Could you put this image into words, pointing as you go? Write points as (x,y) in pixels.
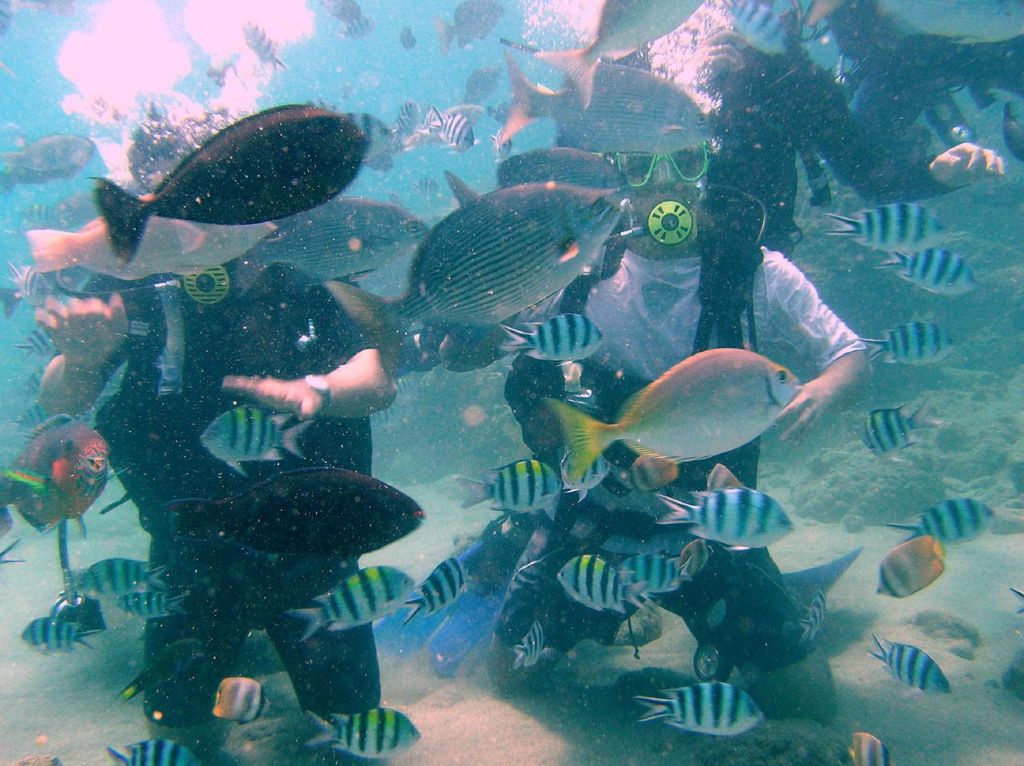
In this there are two people (155,316) visible under water (114,485), wearing regulators (645,233), there are many fishes (190,199) visible and there is another person (777,71) visible at the top (986,159), underwater.
